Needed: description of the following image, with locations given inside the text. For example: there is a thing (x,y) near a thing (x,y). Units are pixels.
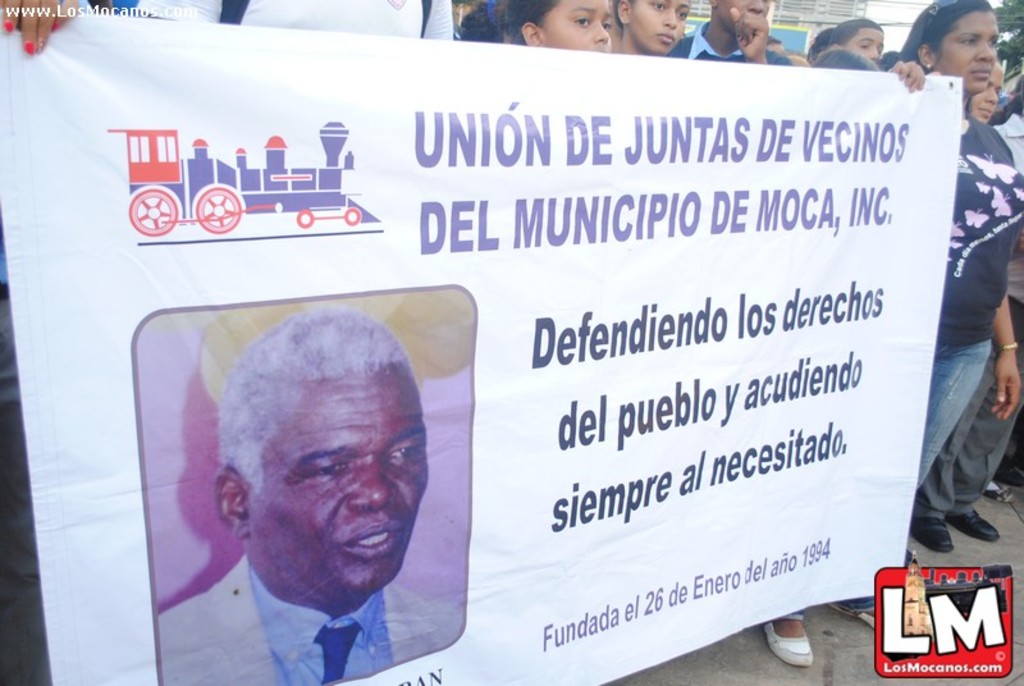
There are some persons (1000,133) standing and holding a white color poster (490,313) as we can see in the middle of this image (488,355). There is a picture (314,509) of a person (254,466) on this poster (211,463) as we can see on the left side of this image (211,463). There are some persons (738,47) standing in the background (955,483). There is a logo (948,641) at the bottom right corner of this image (933,641).
